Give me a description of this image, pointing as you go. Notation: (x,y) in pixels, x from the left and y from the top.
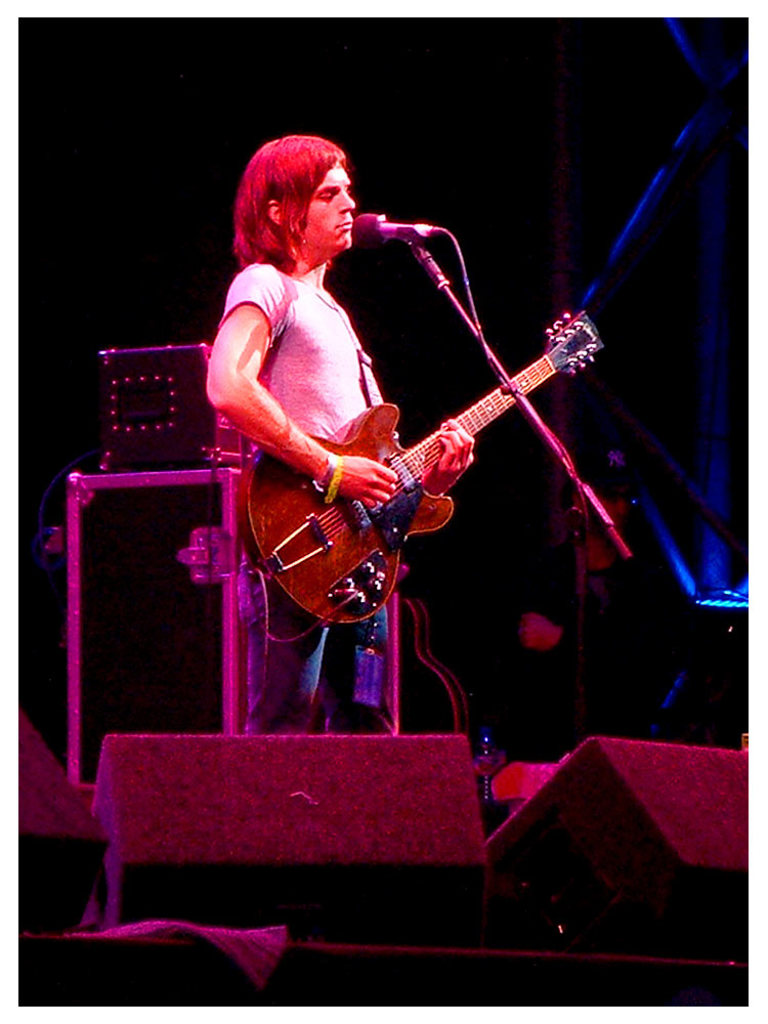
This picture shows a man (312,457) standing on the stage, holding a guitar (311,507) and playing it in front of a mic (380,238) and stand (579,484). In the background (146,386) there are some speakers (198,358) and a light (716,600) here.
